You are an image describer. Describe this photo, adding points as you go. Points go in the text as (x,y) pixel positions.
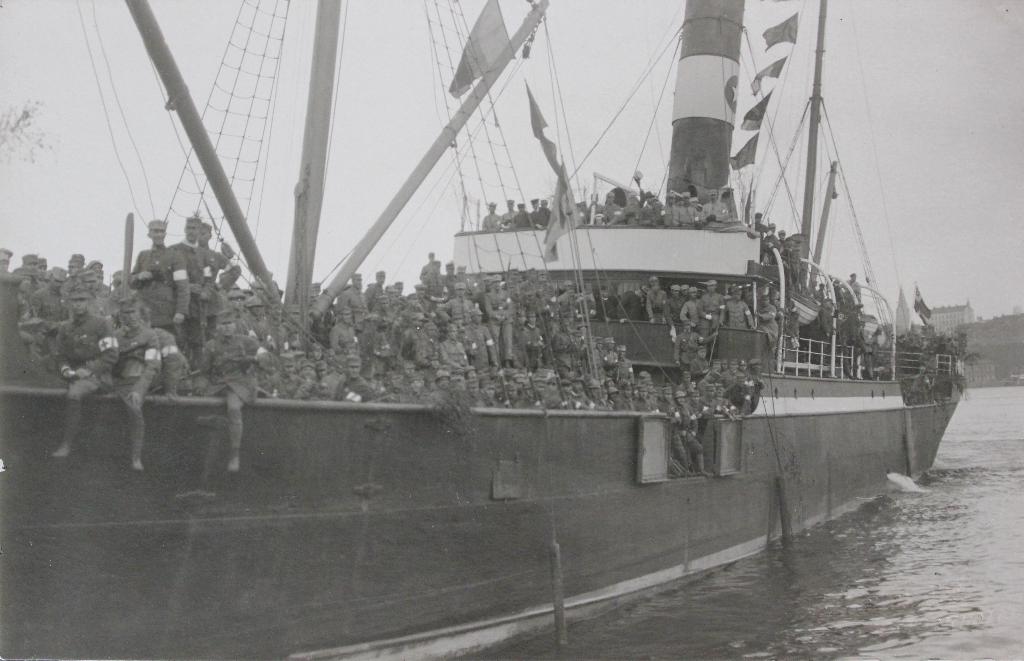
In this picture we can see a ship (573,543) on the water (958,491) with a group of people (547,325), poles (805,263), flags (533,125), fence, nets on it and in the background (774,118) we can see a building (961,313), sky (463,133).
